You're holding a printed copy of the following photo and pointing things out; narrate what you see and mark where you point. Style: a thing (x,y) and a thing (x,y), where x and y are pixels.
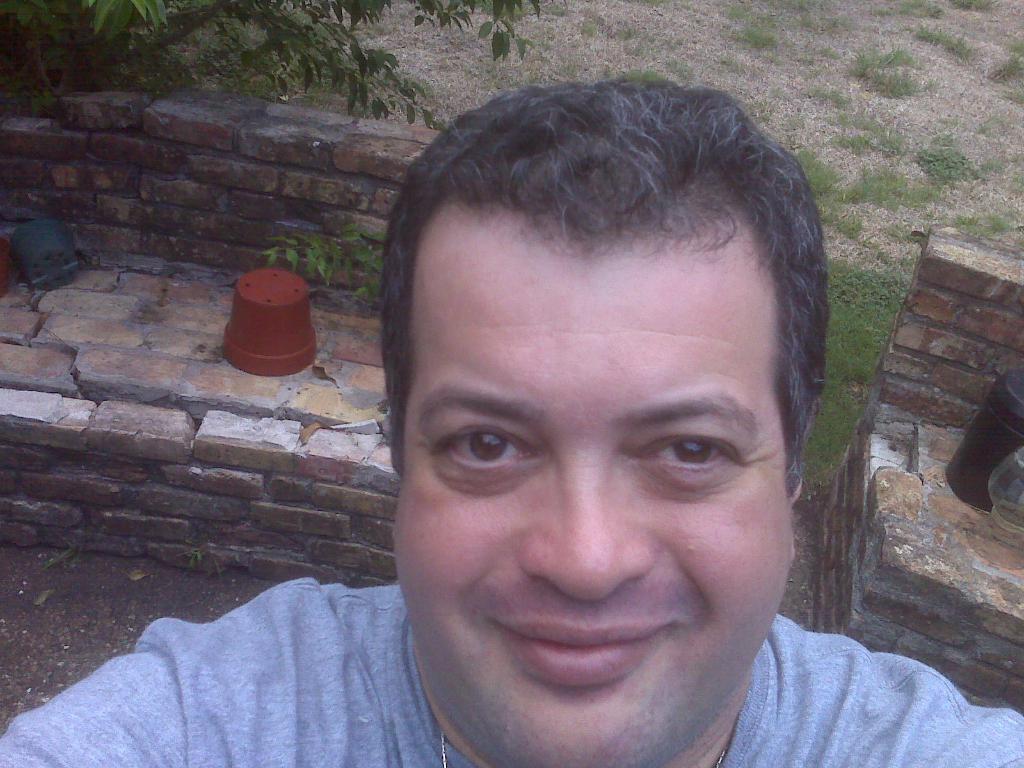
In this picture there is a man (504,343) in the center of the image (656,482) and there are plant pots (289,288), walls (965,254), and a tree (290,79) in the background area of the image (0,151).
